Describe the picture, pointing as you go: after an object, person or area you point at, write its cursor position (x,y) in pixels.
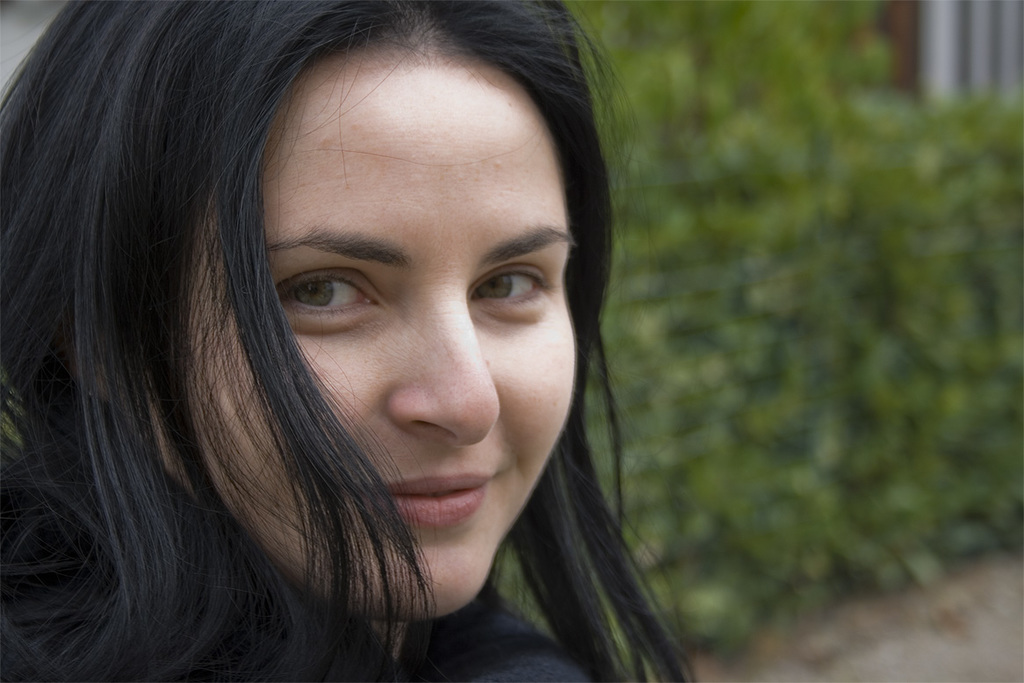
This image is taken outdoors. In the background (779,505) there are a few plants (861,433) with green leaves (851,157) and stems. On the left side of the image (189,489) there is a woman (166,580) and she is with a smiling face (467,490).
